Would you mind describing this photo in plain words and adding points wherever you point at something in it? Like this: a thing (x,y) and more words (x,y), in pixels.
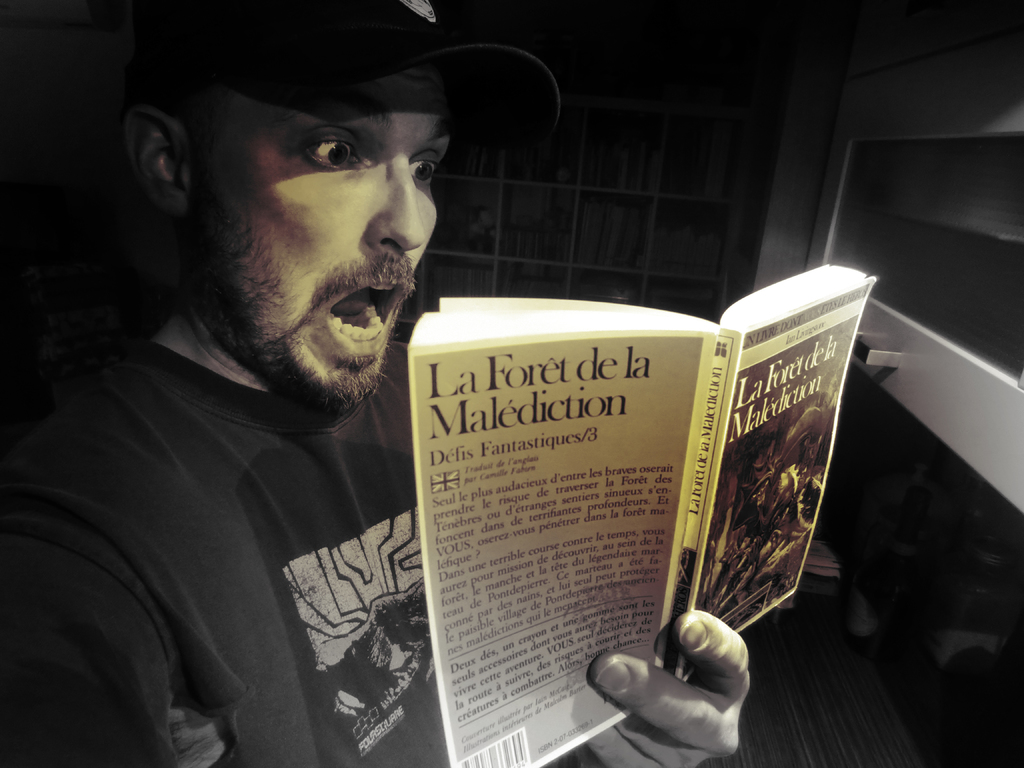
In this image there is a person (278,730) holding a book (674,519), and in the background (882,197) there are books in the racks (611,286) and some other items (884,211).
